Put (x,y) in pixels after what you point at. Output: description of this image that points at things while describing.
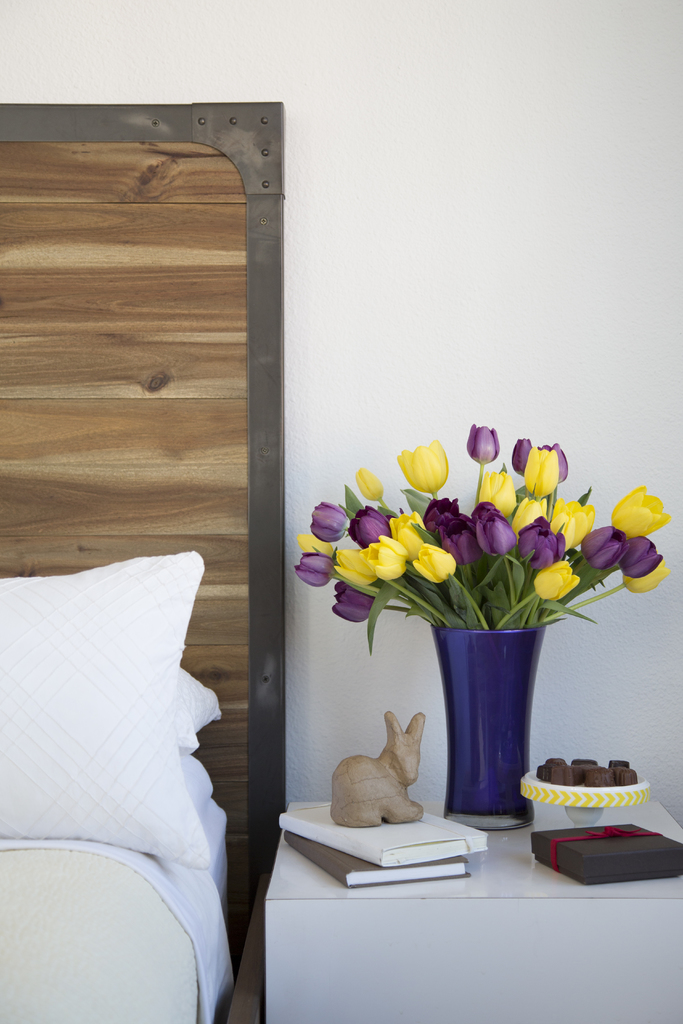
We can see bed (138,885), pillows (138,759), cloth (182,899), table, on the table (419,962) there are flowers (541,552), vase (494,729), toy (407,778), books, box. On the background (417,711) we can see wall (510,228).
